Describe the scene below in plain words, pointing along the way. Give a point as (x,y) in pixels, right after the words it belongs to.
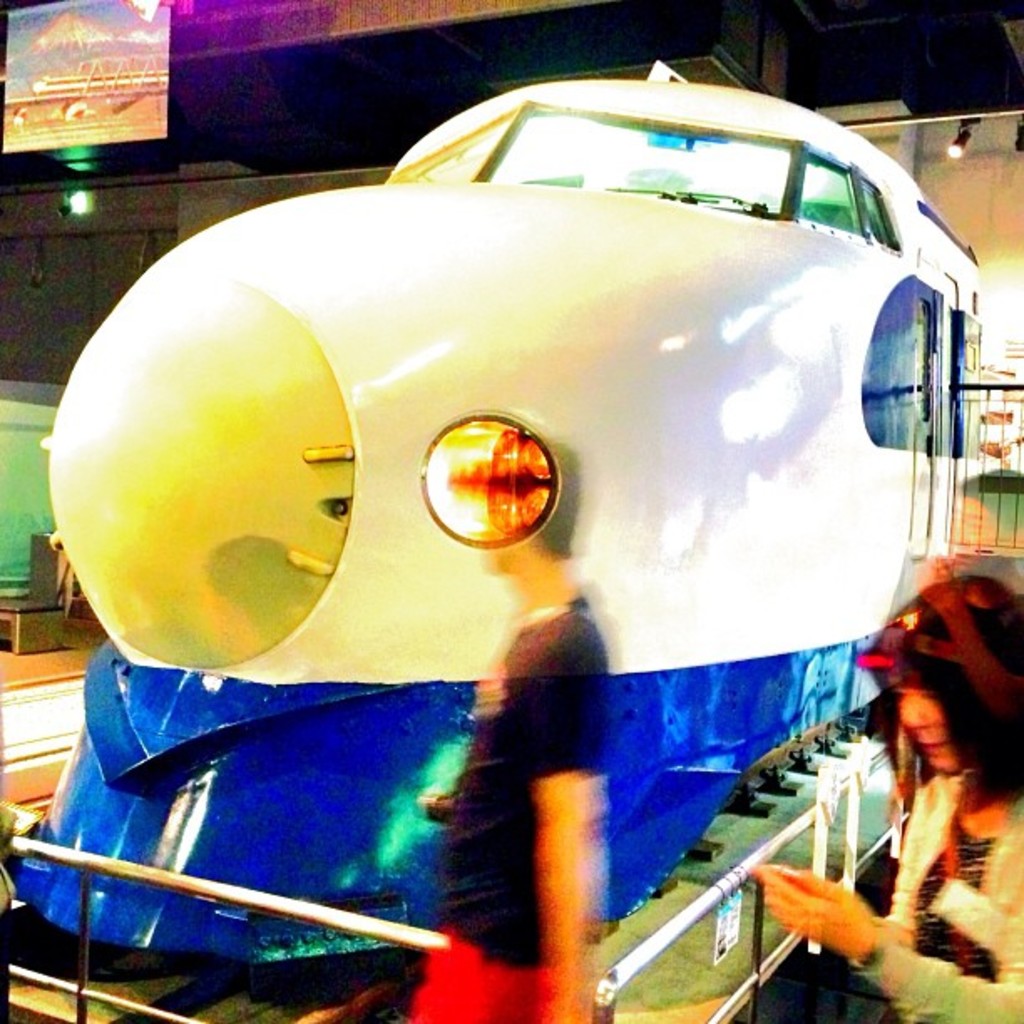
In the picture I can see this part of the image is blurred, where I can see two persons (995,758) are walking on the floor (790,962), here I can see steel railing (597,1021), I can see a white color train (594,533) showcased here. In the background (150,51), I can see show lights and a board (107,125) fixed to the ceiling (221,131).
